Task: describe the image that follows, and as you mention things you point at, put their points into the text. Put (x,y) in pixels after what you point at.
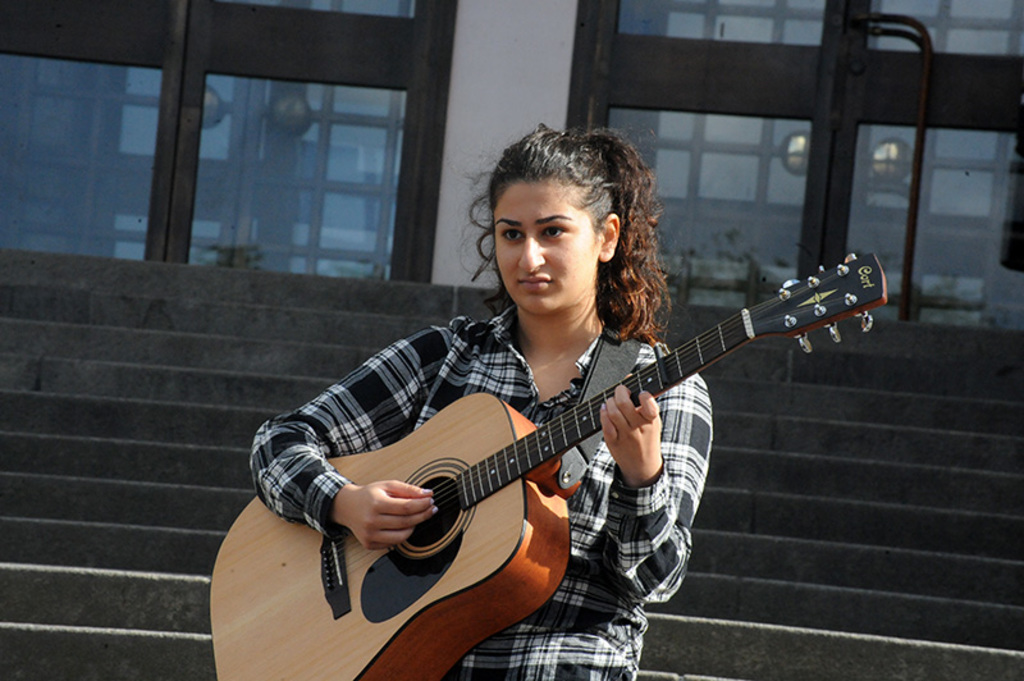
In this picture woman (581,509) is standing in the center (616,444) holding a guitar (433,548) in her hand (395,528). In the background (126,466) there are steps (144,393), doors (188,191) and a wall (498,76).
